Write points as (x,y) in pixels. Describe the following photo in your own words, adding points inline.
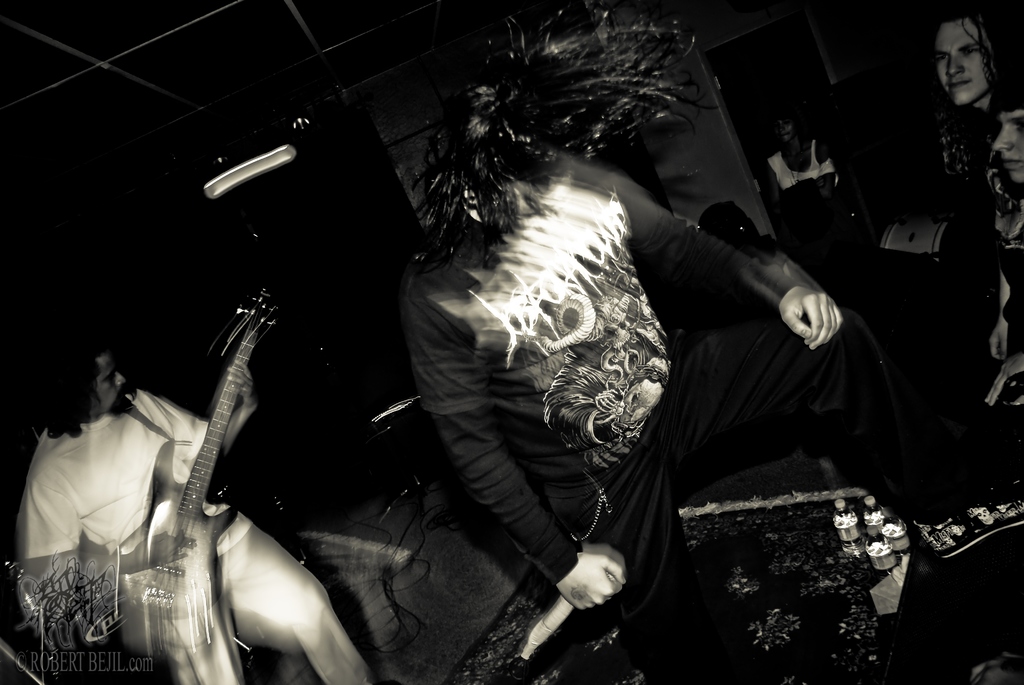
In this image we can see there are people (612,383) standing and there is the person (97,432) playing guitar (206,575) and the other person (602,573) holding a microphone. And at the bottom (852,516) we can see the bottles (843,527) and at the back (411,172) there are pillars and light (277,153).
